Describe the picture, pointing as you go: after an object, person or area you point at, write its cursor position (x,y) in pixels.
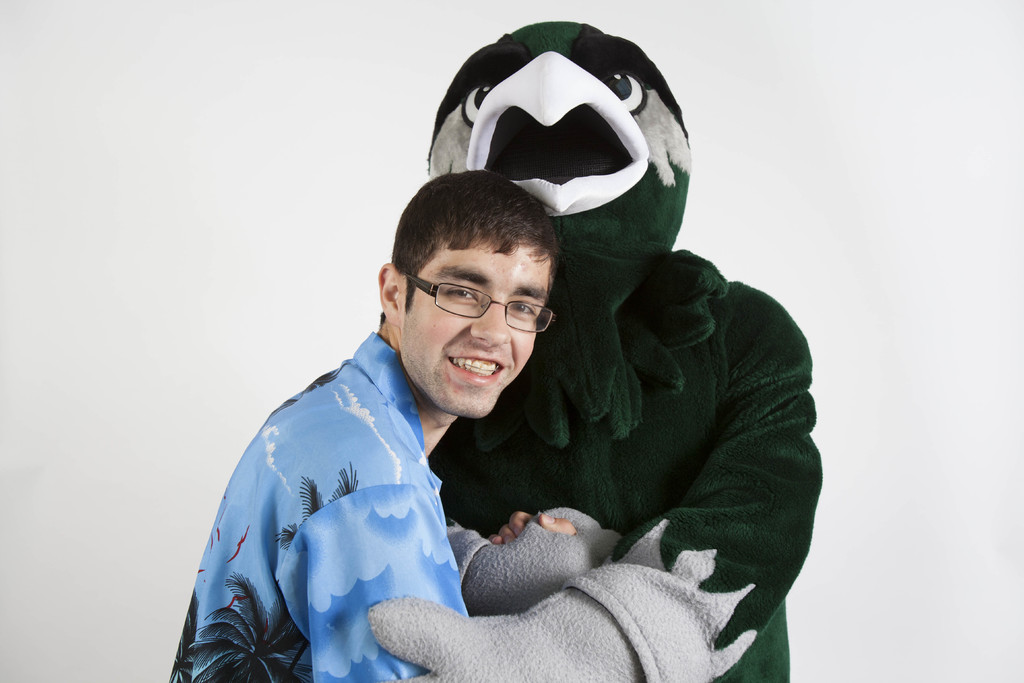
In the picture we can see a man (297,474) standing in the blue shirt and smiling and holding a person (694,615) in the costume (710,607) and behind them we can see the white surface (256,374).
